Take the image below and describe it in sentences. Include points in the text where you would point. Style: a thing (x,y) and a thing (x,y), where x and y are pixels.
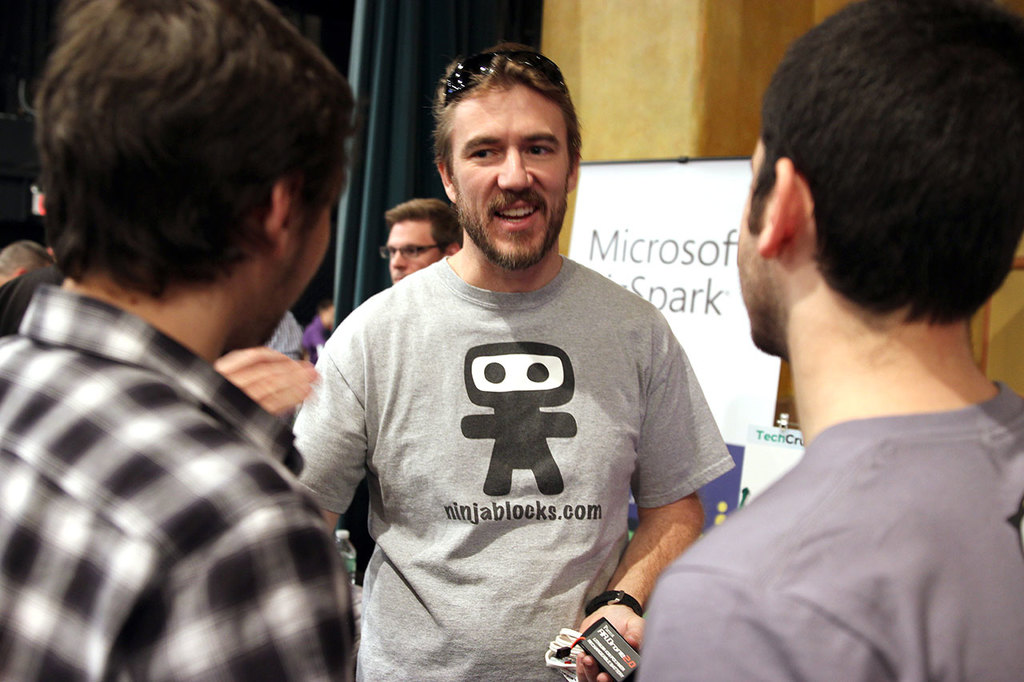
In the image in the center (647,310), we can see a few people (245,581) are standing and the middle person (503,415) is holding some object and he is smiling. In the background (764,23) there is a wall (685,127), banner (701,187) and a few other objects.
